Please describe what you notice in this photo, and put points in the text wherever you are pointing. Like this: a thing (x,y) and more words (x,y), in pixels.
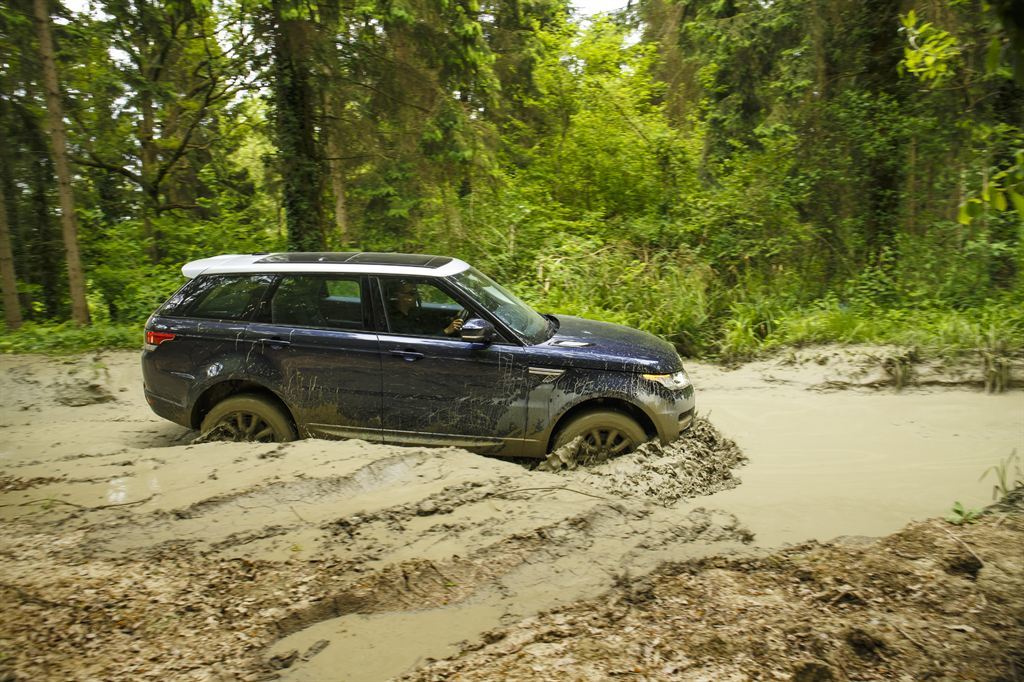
In the image we can see there is a car (529,403) driving through the muddy puddle (549,500) and there is a person (401,329) sitting in the car (419,358). Behind there are lot of trees (483,197).
